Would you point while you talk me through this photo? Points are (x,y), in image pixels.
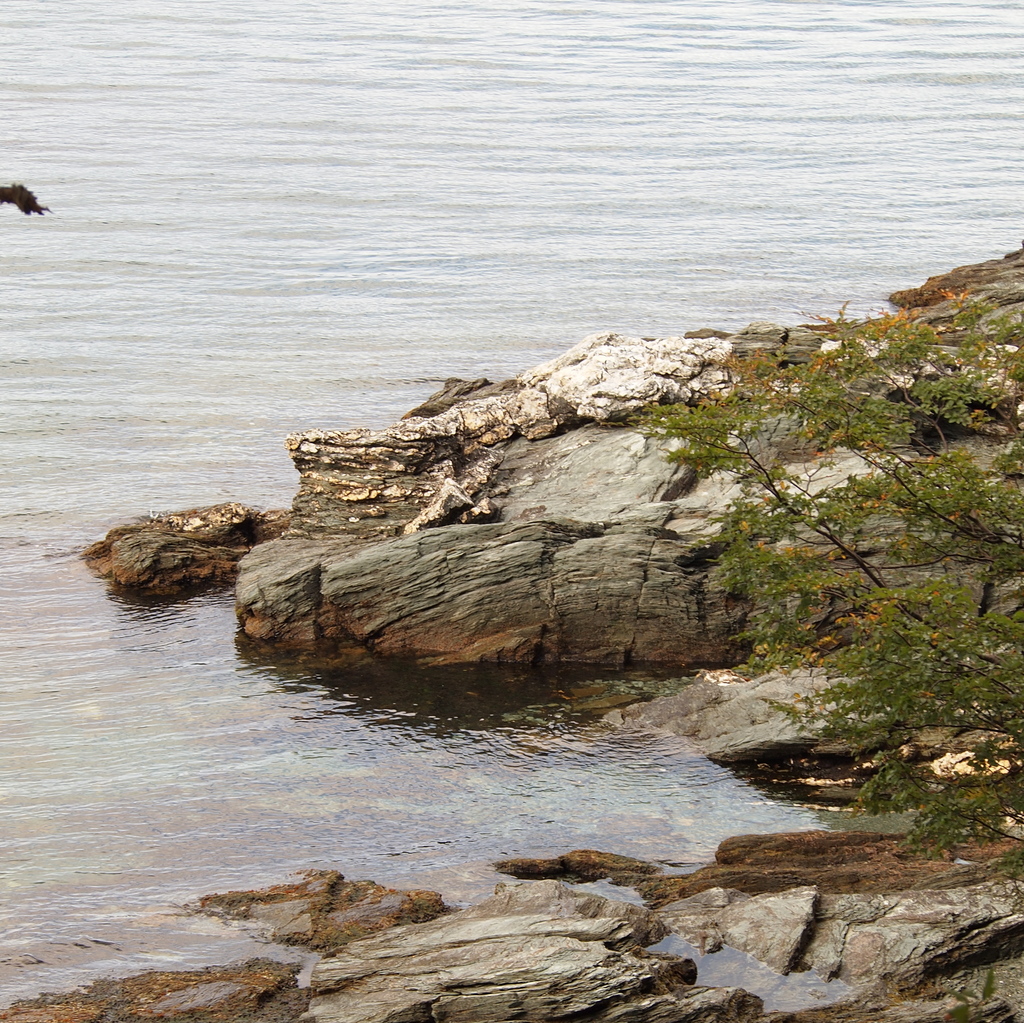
In this image we can see some trees (722,459), stones (1003,281) and in the background of the image (449,203) there is water (372,161).
